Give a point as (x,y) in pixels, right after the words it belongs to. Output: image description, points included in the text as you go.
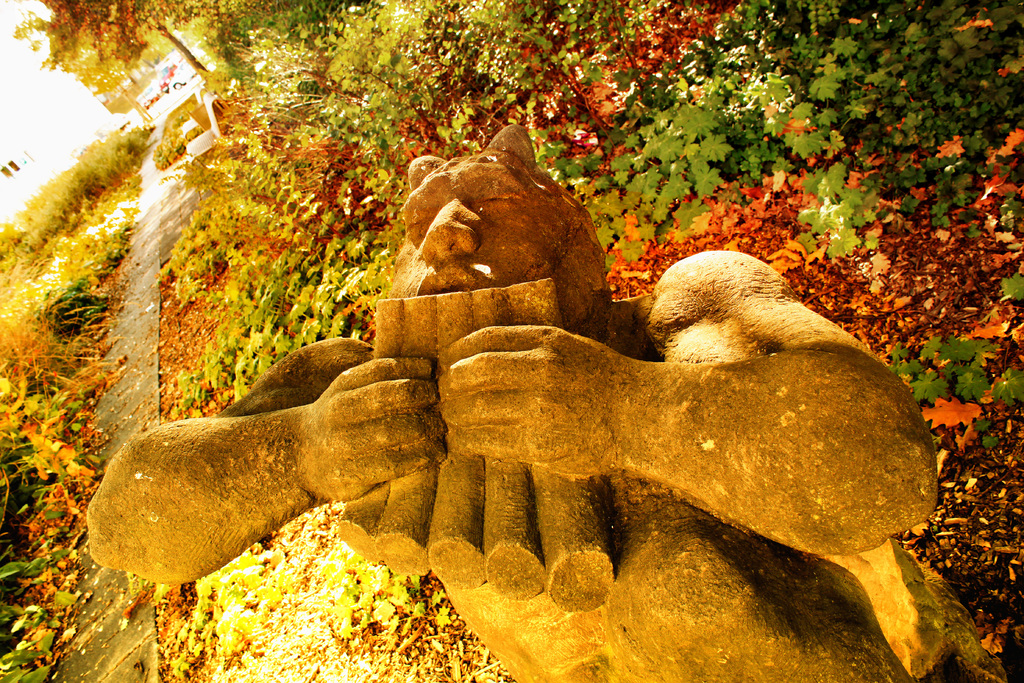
In the foreground (675,189) I can see a sculpture (610,421) and plants (282,314). In the background (240,12) I can see trees (61,61), buildings (111,98) and vehicles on the road (153,111). This image is taken may be in a park (310,300).
